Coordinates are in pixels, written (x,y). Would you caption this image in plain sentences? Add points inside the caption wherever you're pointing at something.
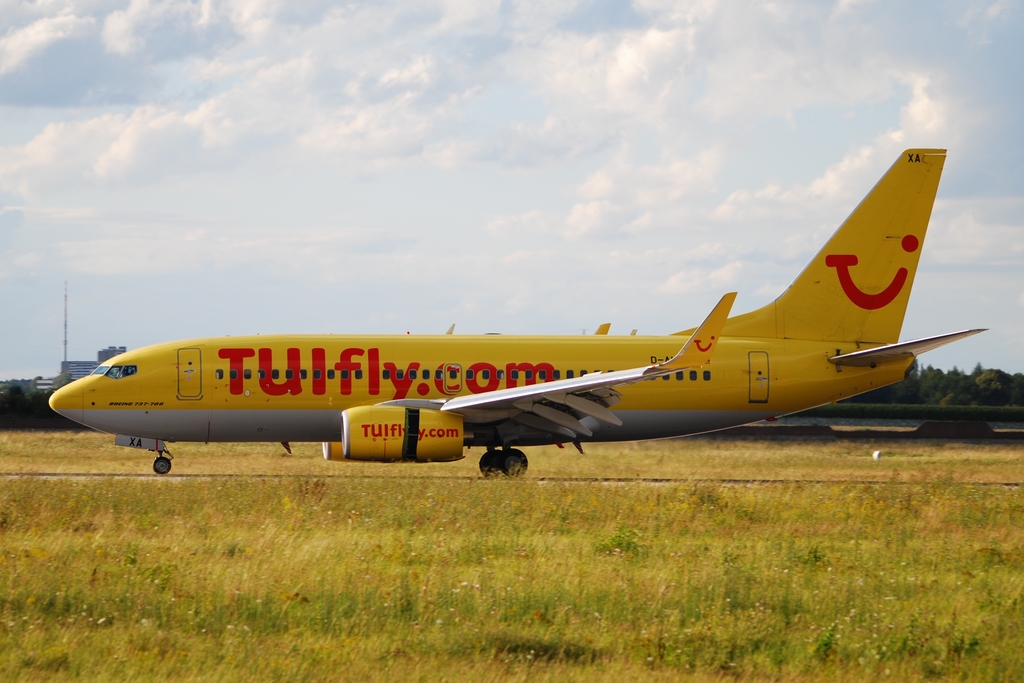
In this image we can see a yellow color aeroplane (363,377). The land (296,594) is covered with grass (477,570). The sky (453,232) is covered with cloud (543,97). Background of the image (27,405) trees (911,392) are present.
